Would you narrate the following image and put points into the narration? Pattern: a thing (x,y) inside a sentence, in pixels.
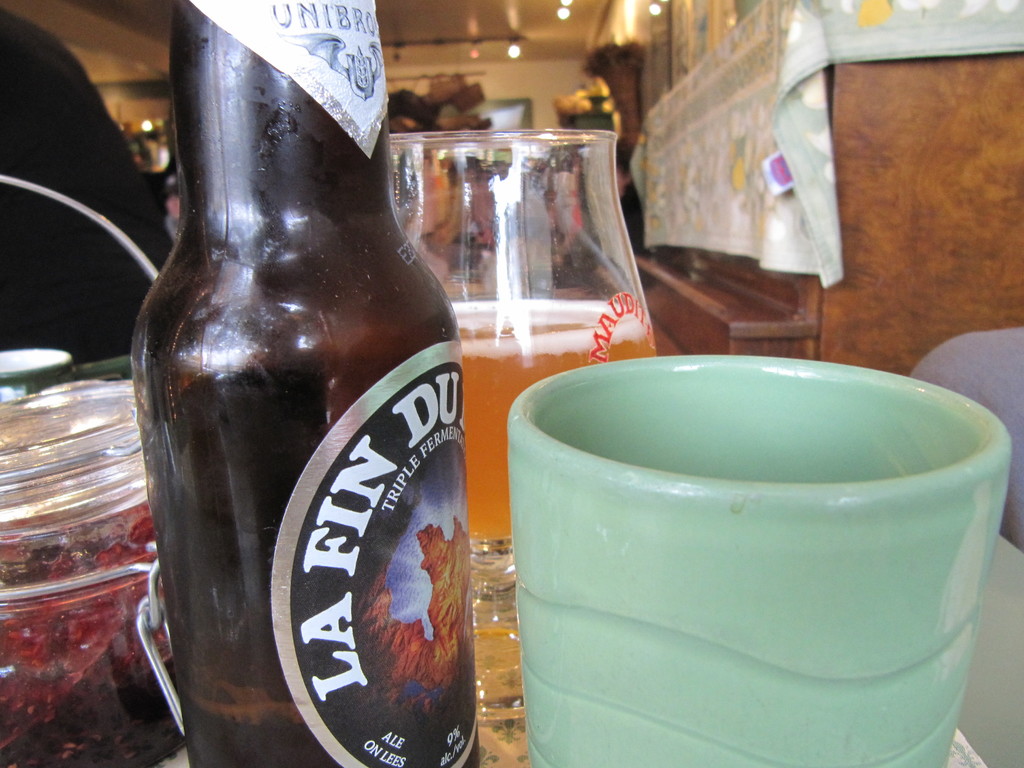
A beer bottle (285,295), a glass (506,233) and a cup (660,452) are placed on a table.
